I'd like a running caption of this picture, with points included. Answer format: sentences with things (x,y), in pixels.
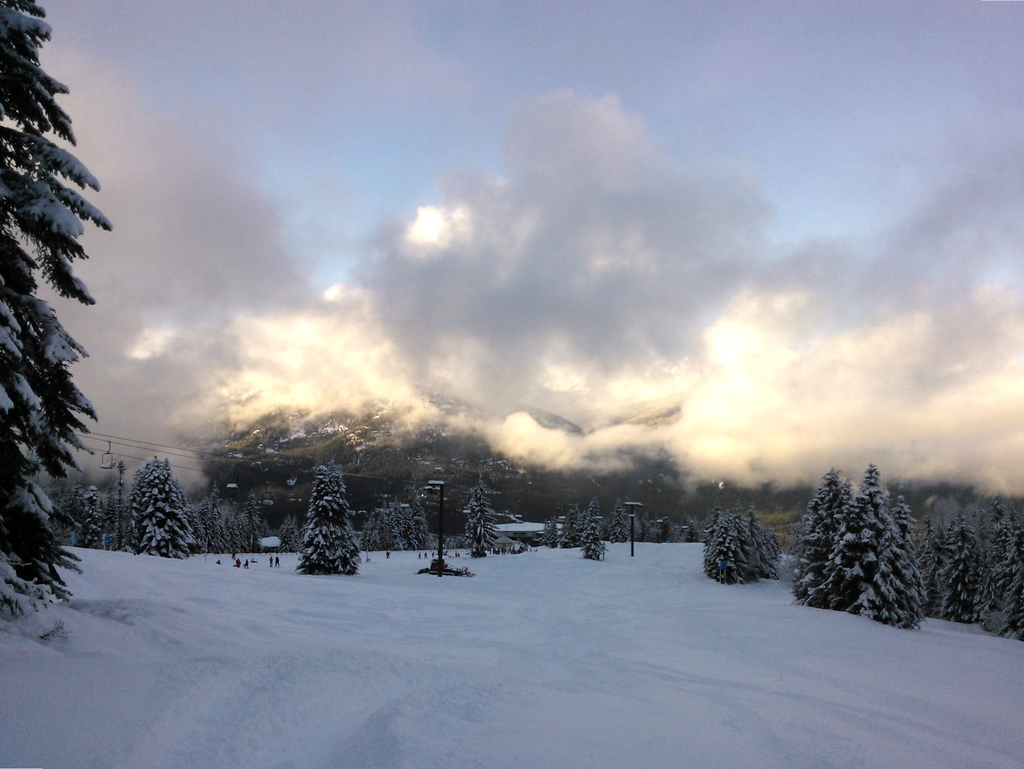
This is an outside view. At the bottom (542,671), I can see the snow (86,613). In the background (159,514) there are many trees (52,456) covered with the snow (159,514). At the top of the image (554,103) I can see the sky (864,77) and clouds (281,317).
